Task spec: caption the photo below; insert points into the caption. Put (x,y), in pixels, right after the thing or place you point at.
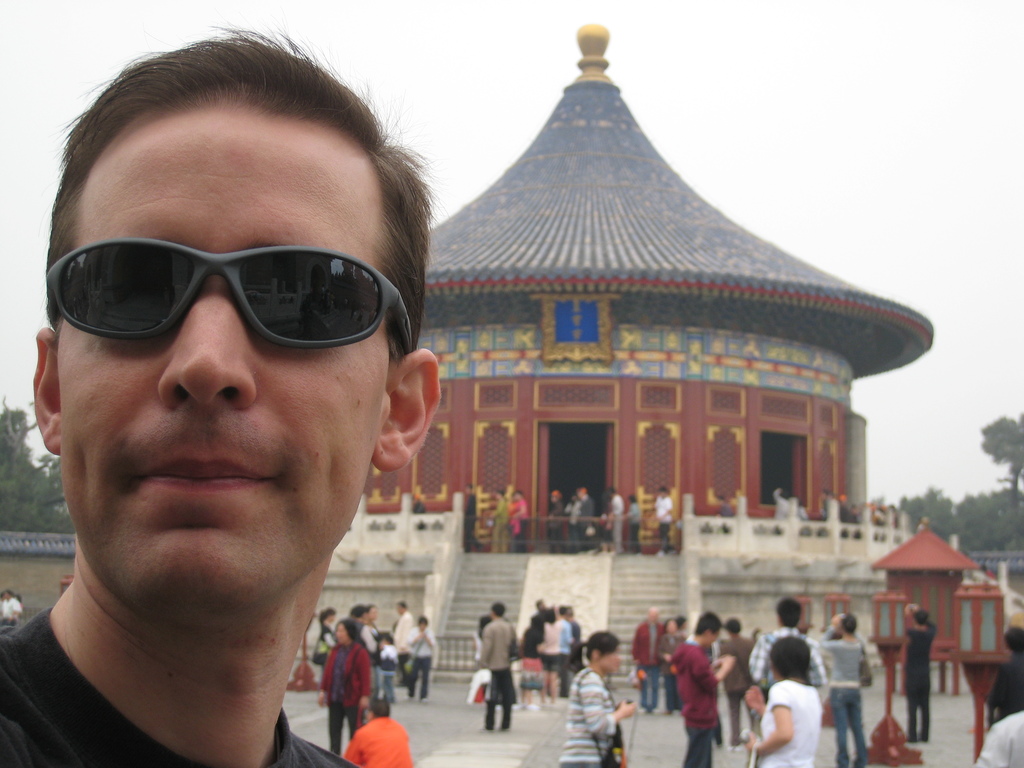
In the image we can see there is a man (131,390) and he is wearing sunglasses (370,337). There are other people (1000,713) standing on the ground (440,753) and there are stairs (617,555). There is a building (616,388) and behind there are trees (982,507). Background of the image (796,525) is little blurred.
